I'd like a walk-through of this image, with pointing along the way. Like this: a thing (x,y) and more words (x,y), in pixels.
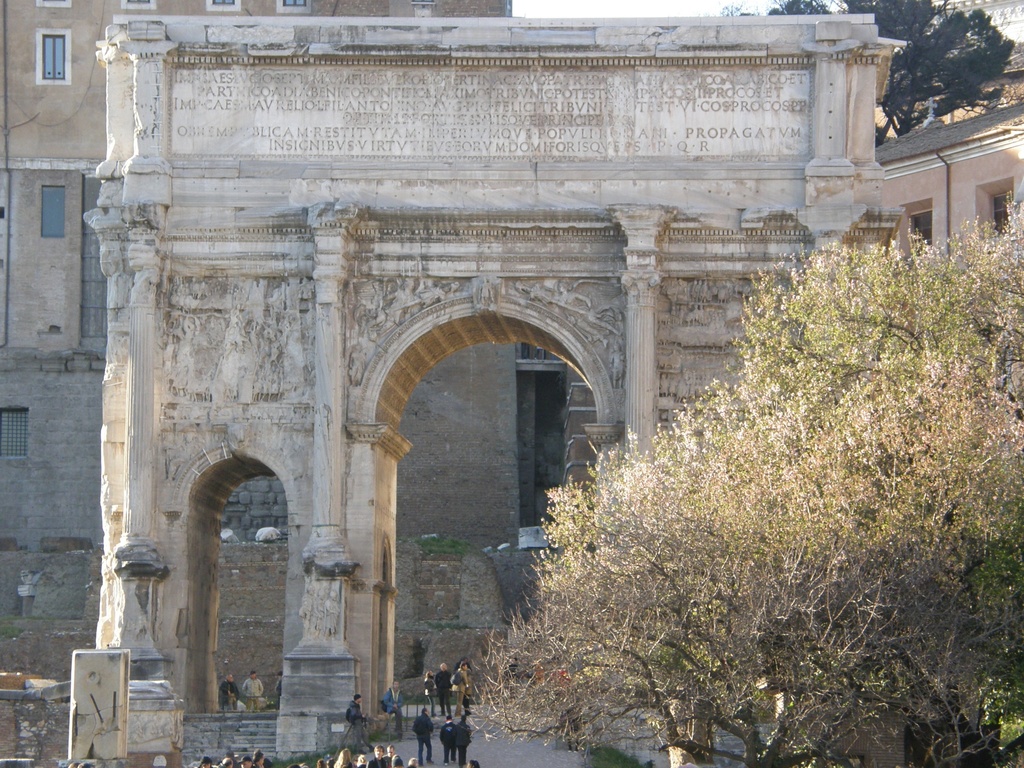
In this picture I can see the arch (500,237) and monuments (456,335). In the background (914,142) I can see the building (1021,13) and trees (1003,48). At the bottom (451,719) I can see many people (459,754) were standing near to the stairs (272,734). At the top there is a sky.
